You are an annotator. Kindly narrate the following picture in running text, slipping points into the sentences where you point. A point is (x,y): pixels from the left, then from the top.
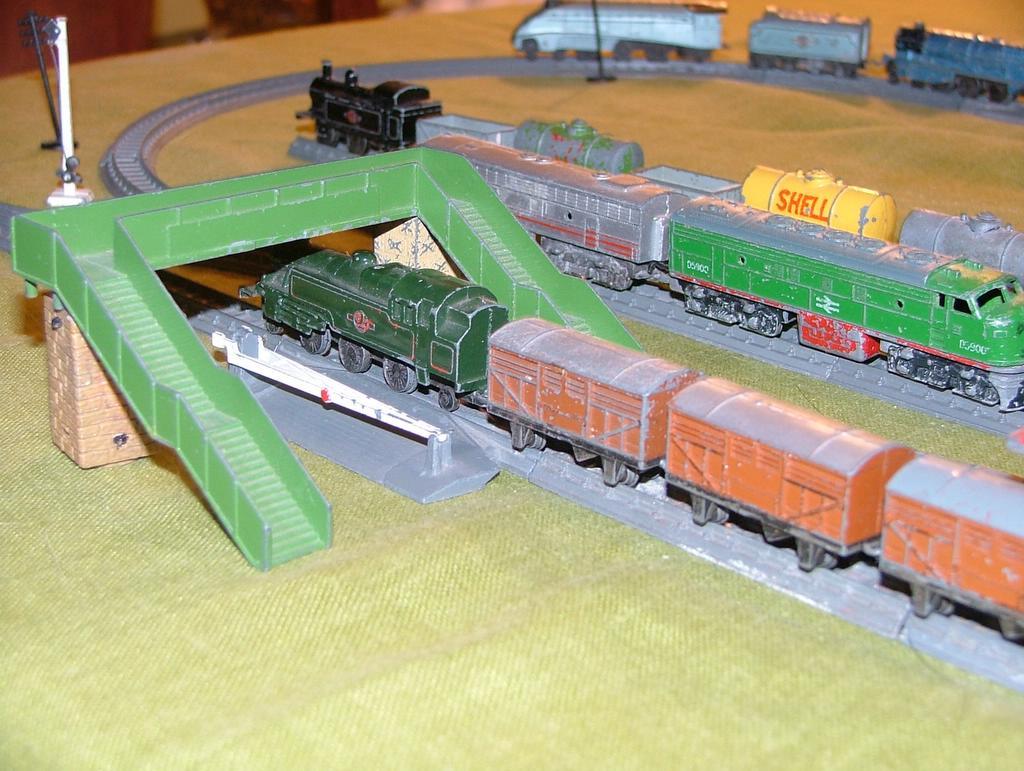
In this image we can see one table (115,60) covered with the tablecloth (115,60) and some objects (68,126) on the table (107,91). Some objects (63,114) on the surface (198,647), one wall (115,414), one staircase (168,226), there is railway tracks (858,78) and some toy trains (750,41) on the table (333,706).
